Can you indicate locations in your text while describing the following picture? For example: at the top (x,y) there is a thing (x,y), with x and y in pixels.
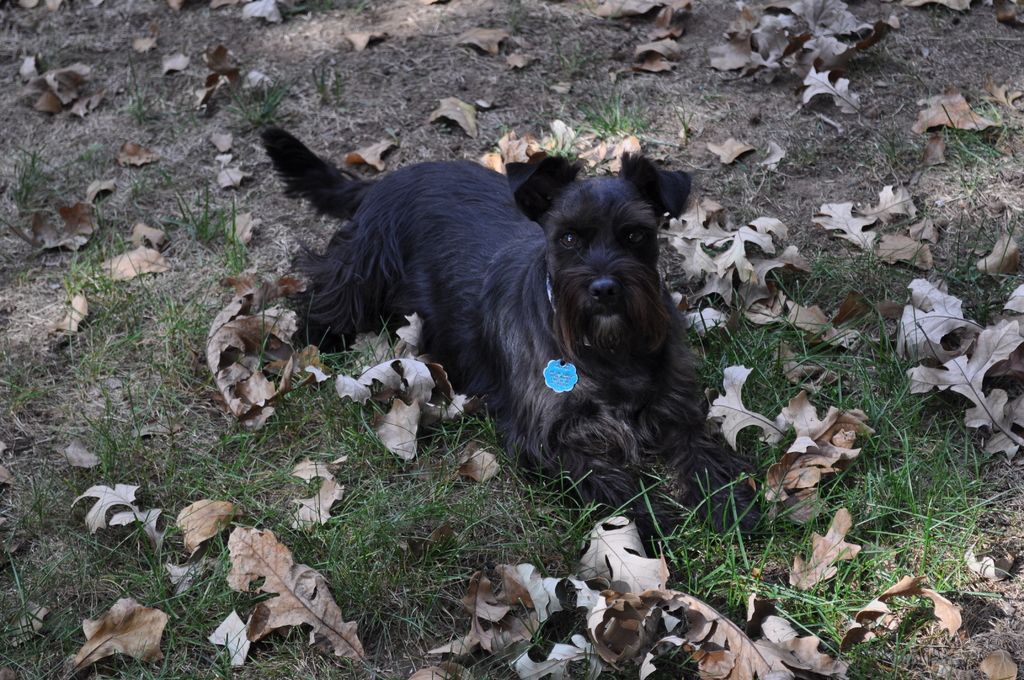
In this image we can see the dog (610,322). And we can see the grass (915,363). And dry leaf (913,367).
